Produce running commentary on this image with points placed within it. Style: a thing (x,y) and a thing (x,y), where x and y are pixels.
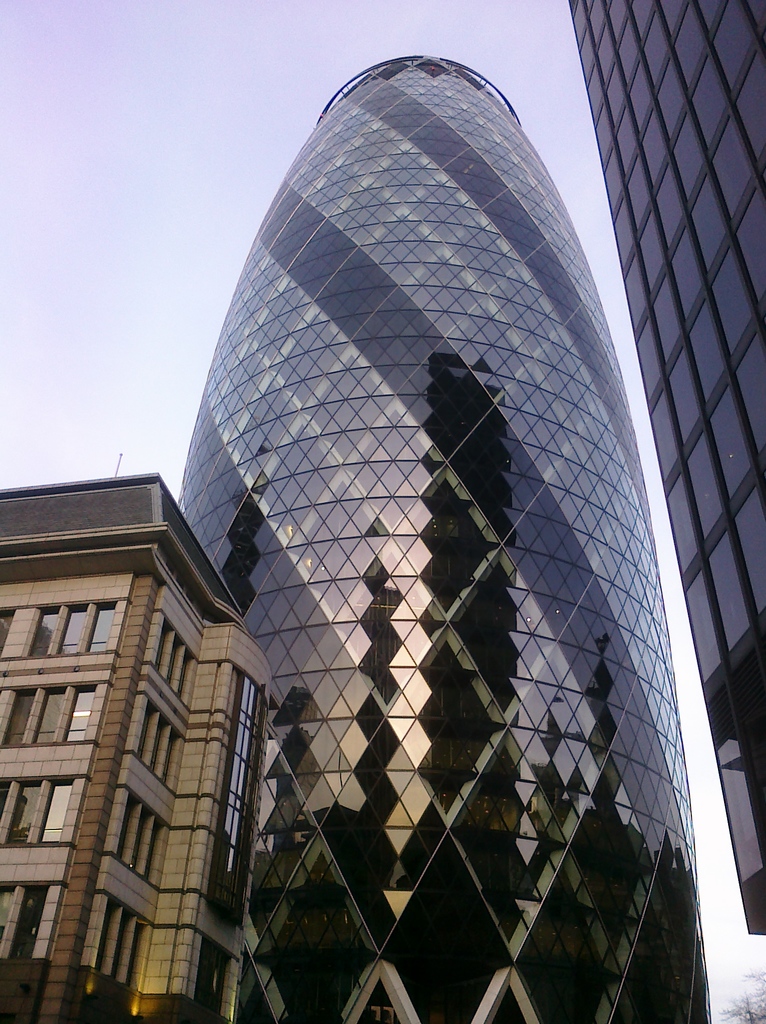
There is a building (154,797) in the bottom left corner of this image (102,880) and we can see glass buildings (561,435) in the middle of this image (478,488) and there is a sky (184,175) at the top of this image (140,159).
